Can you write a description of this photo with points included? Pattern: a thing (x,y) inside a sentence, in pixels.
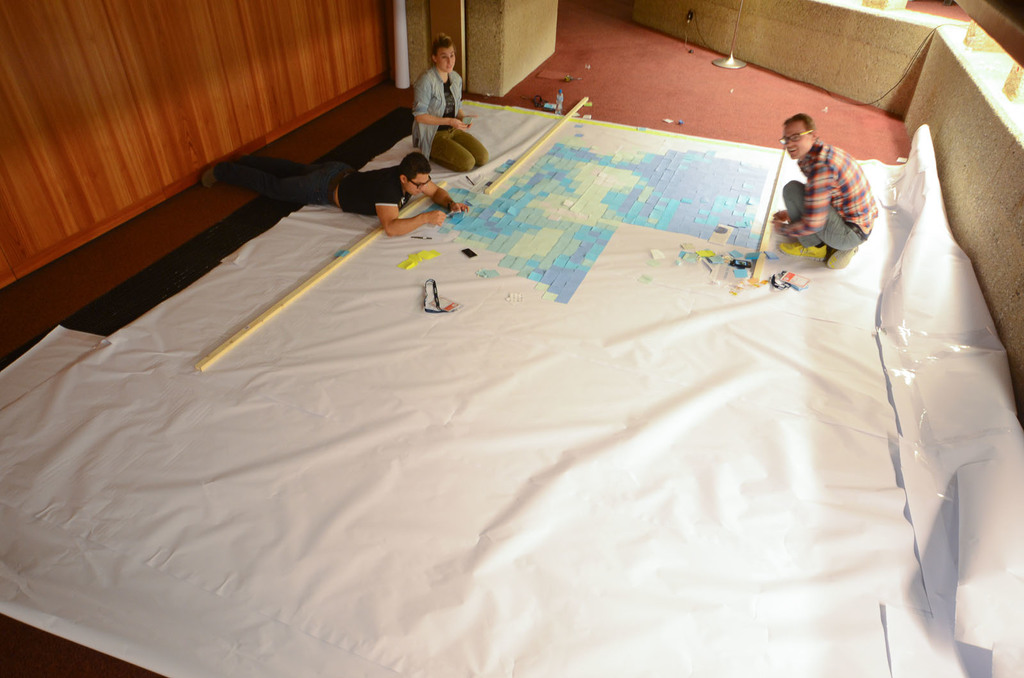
In this picture, there is a white sheet (507,482) placed on the ground (371,119). There are three people (860,235) sticking the papers (630,218) to the sheet (637,291) with different colors. On the top (370,191) there is a man (370,197) and a woman (480,163). Towards the right (859,205), there is a man (846,183) in check shirt (860,183). On the top left (83,81), there is a wall (194,79) with wood (197,73).
